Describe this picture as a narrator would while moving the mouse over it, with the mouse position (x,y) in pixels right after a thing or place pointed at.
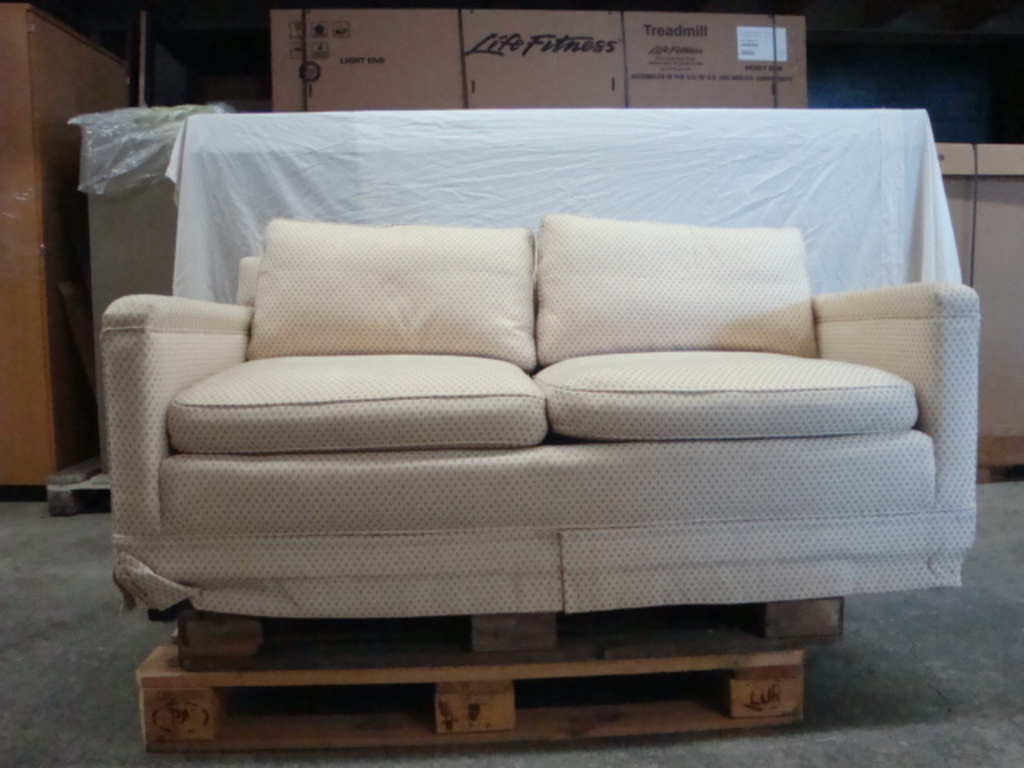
In the image we can see there is a sofa (685,345) and a cardboard box (489,54).
